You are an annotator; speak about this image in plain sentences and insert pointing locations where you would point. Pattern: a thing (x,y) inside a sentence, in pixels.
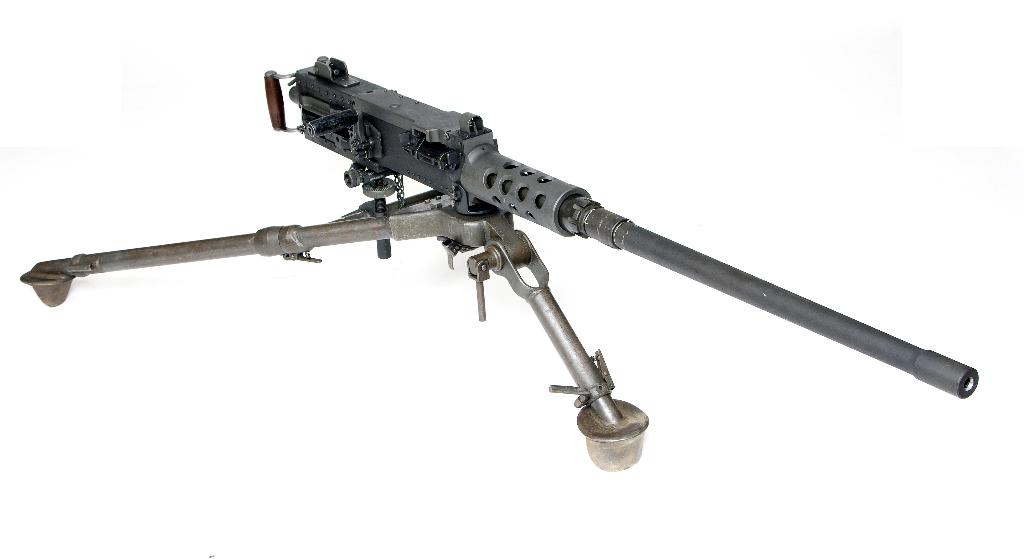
In this image there is a gun (348,147). Background (531,434) is in white color.
